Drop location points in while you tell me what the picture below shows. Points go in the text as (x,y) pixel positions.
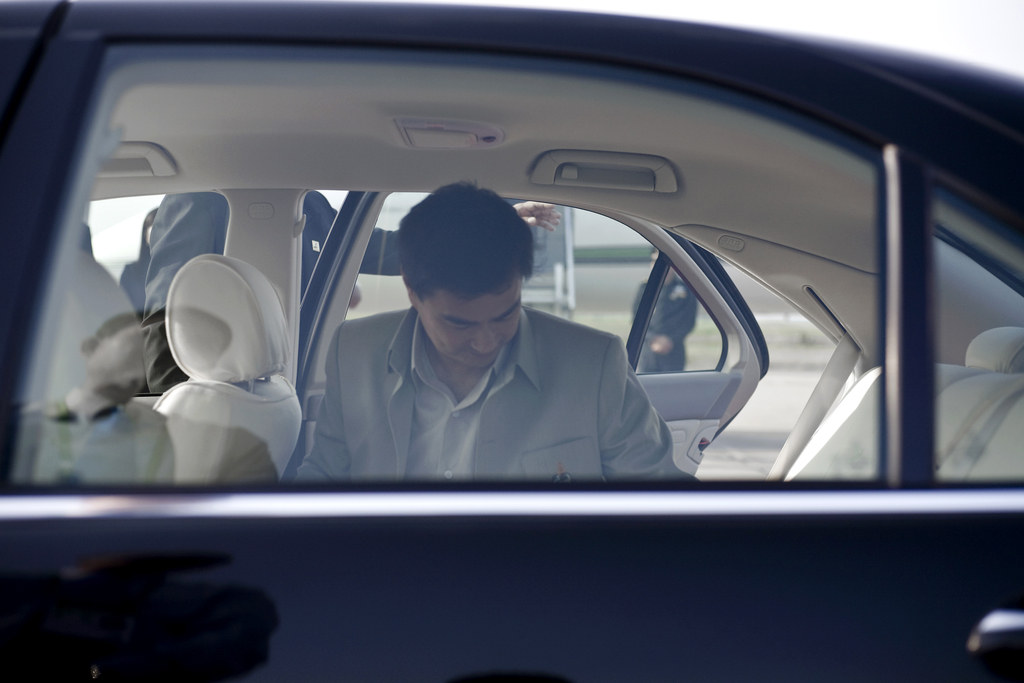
Person (532,373) is sitting inside a car (313,277). Another person (323,227) is standing and holding this door (326,282).
